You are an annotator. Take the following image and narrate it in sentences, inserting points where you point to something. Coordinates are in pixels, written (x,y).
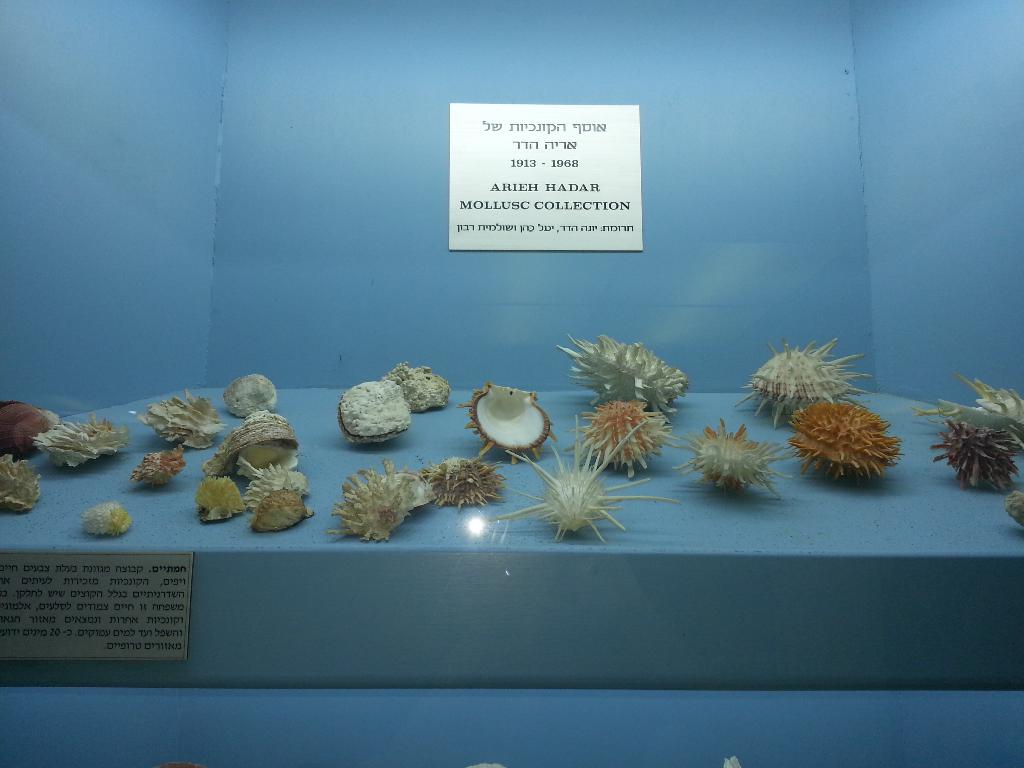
In this picture we can observe different types of shells (201,421) placed in the blue color rack (130,398). We can observe a silver color board (501,163) on the blue color rack (620,100). We can observe white, brown and an orange color shells (809,435) in this picture.
